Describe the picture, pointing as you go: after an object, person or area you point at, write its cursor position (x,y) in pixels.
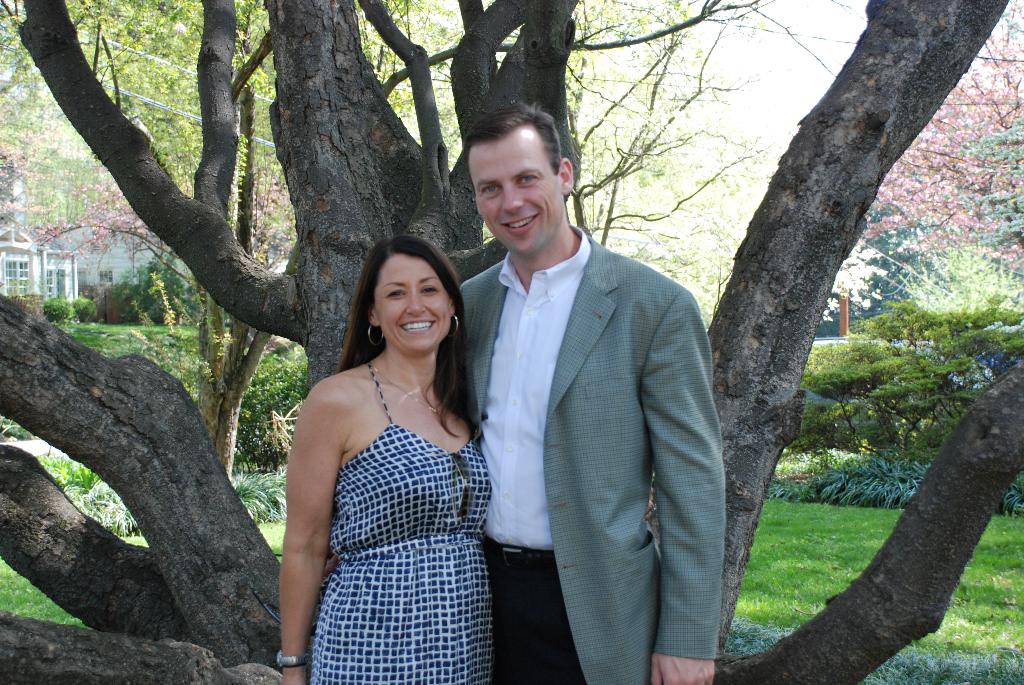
This is the man (583,636) and woman (414,621) standing and smiling. I can see the branches (167,492) of a tree (831,209). Here is the grass (812,532). These are the trees (899,285) and plants (848,373). On the left side of the image (53,283), that looks like a house (38,269).
